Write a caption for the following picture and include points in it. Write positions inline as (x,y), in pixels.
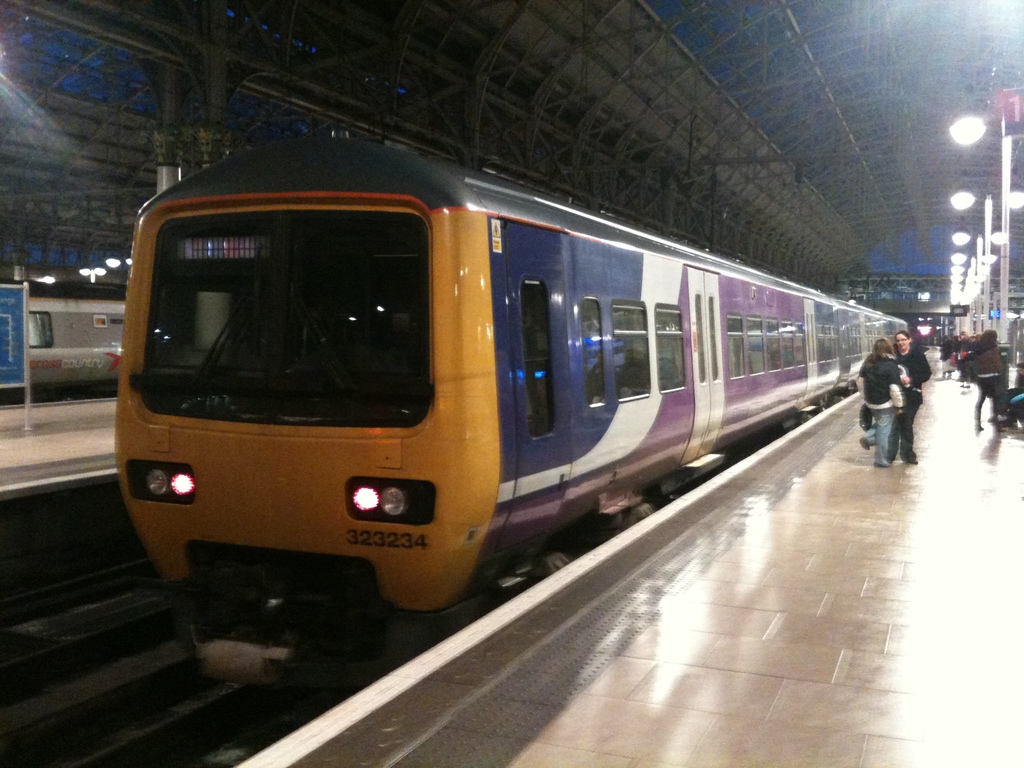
In this image, we can see a train (521,419) and at the right side (871,621) there is a railway platform (737,627) and there are some people (890,460) standing and at the top (974,202) we can see some lights (958,297).
